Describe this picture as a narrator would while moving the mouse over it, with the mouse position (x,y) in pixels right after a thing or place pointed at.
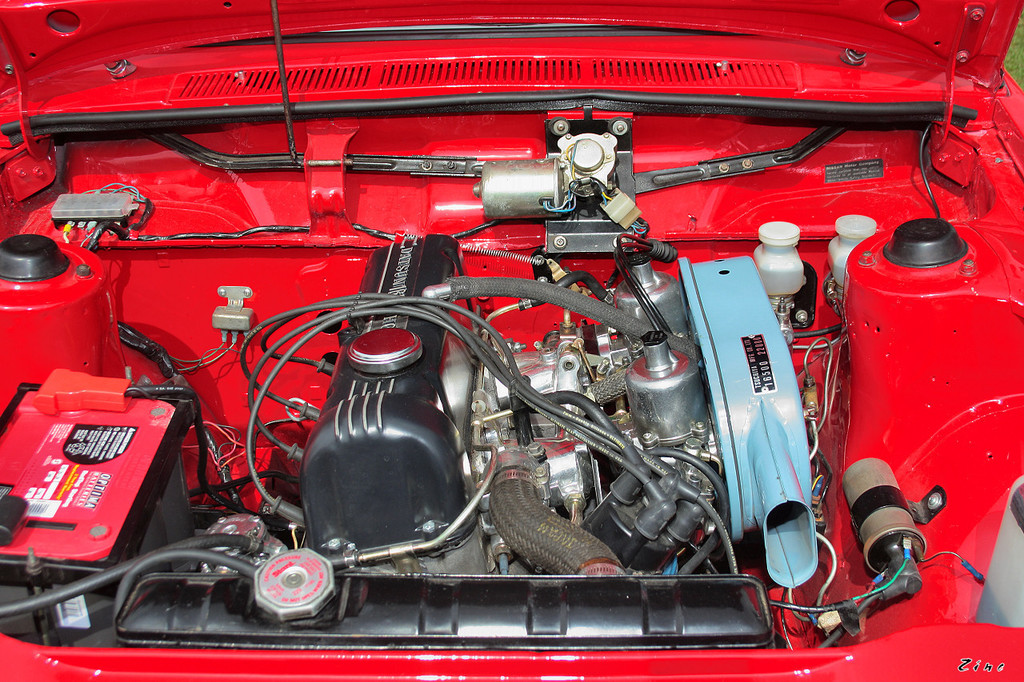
In the picture there is engine (303,458) and other parts (38,430) of a vehicle (391,291).
